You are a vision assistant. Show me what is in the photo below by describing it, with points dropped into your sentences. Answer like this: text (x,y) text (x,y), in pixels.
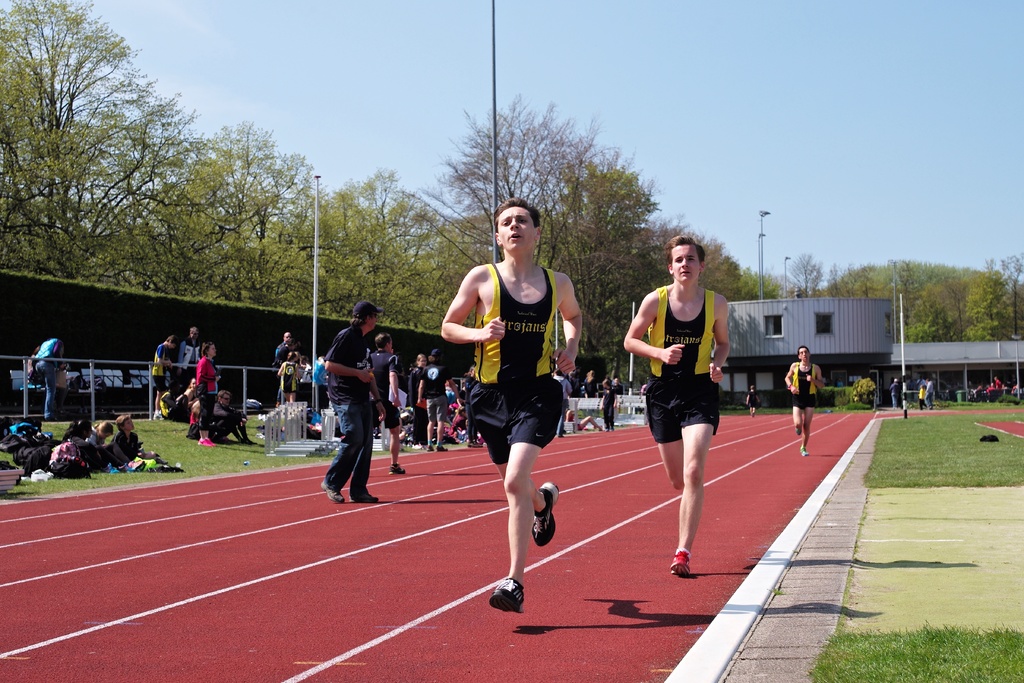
In this image i can see many people (347,350) and few of them (226,394) are sitting, near that i can see the grass (250,418), iron fencing (230,365), iron poles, there are few street lights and trees (717,277) in the background (284,225), at the top (805,83) i can see the sky (783,70).
